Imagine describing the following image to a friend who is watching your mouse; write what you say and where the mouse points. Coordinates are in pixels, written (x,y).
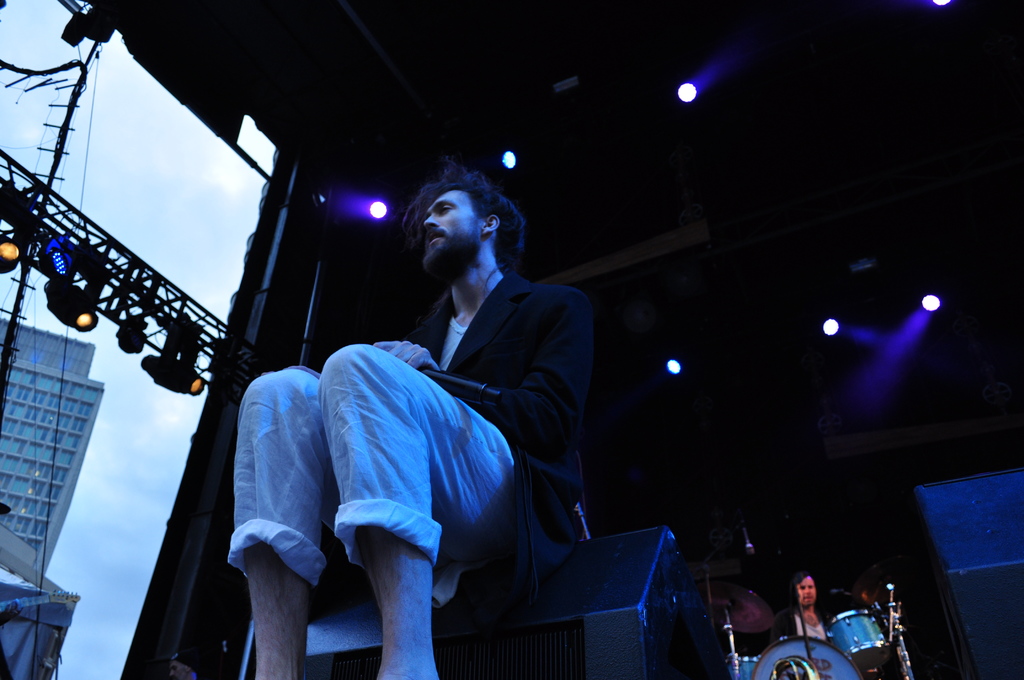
This is the picture taken on a stage (675,396), the man (526,372) in black blazer (509,360) holding a microphone (460,382). Background of the man (480,371) is a another man (796,635) playing music instrument (793,649) and a wall (817,540).
